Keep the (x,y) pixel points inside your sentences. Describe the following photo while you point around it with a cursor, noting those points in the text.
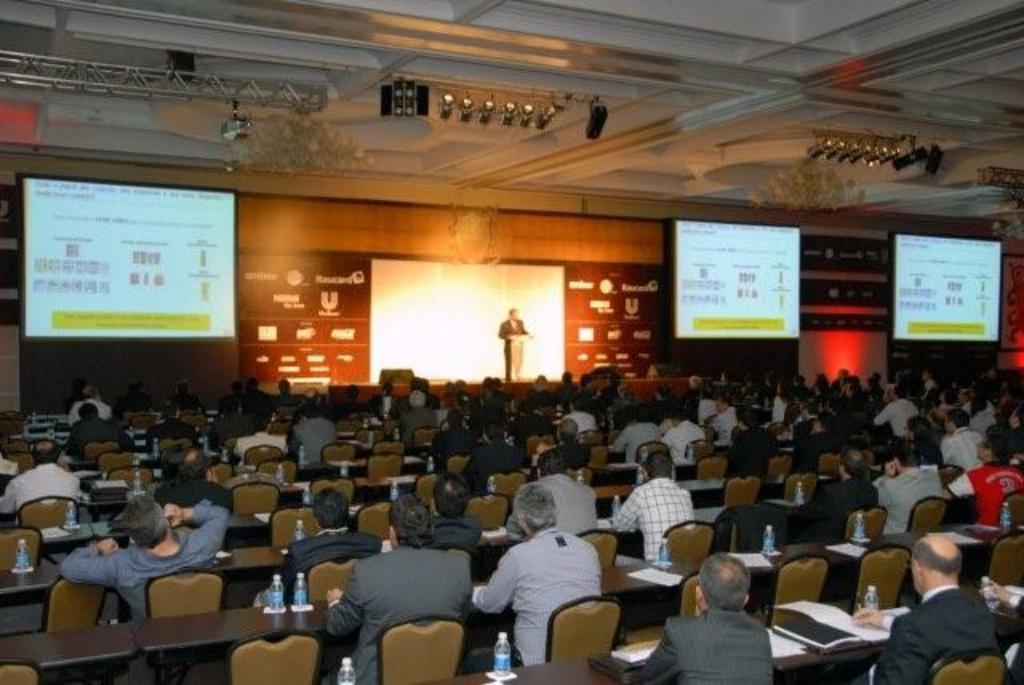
In this picture we can observe some people (686,632) sitting in the chairs (266,488). There are three screens (137,225). We can observe a person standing on the stage (504,363) near the podium (520,347). We can observe water bottles (302,575) placed on the tables (628,675) in front of the chairs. In the background (304,339) there is a wall (382,245).
